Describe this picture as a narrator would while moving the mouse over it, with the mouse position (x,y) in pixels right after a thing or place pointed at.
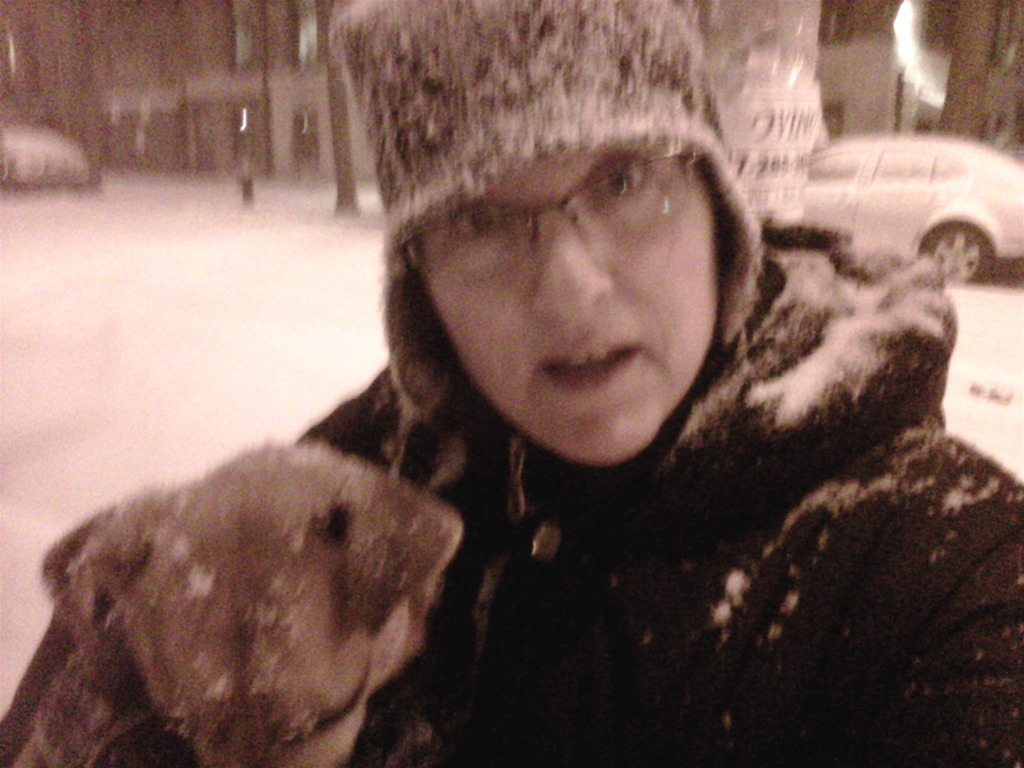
This is an edited image, we can see a man (615,578) is standing on the path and behind the man (515,299) there are some blurred things (957,77).
